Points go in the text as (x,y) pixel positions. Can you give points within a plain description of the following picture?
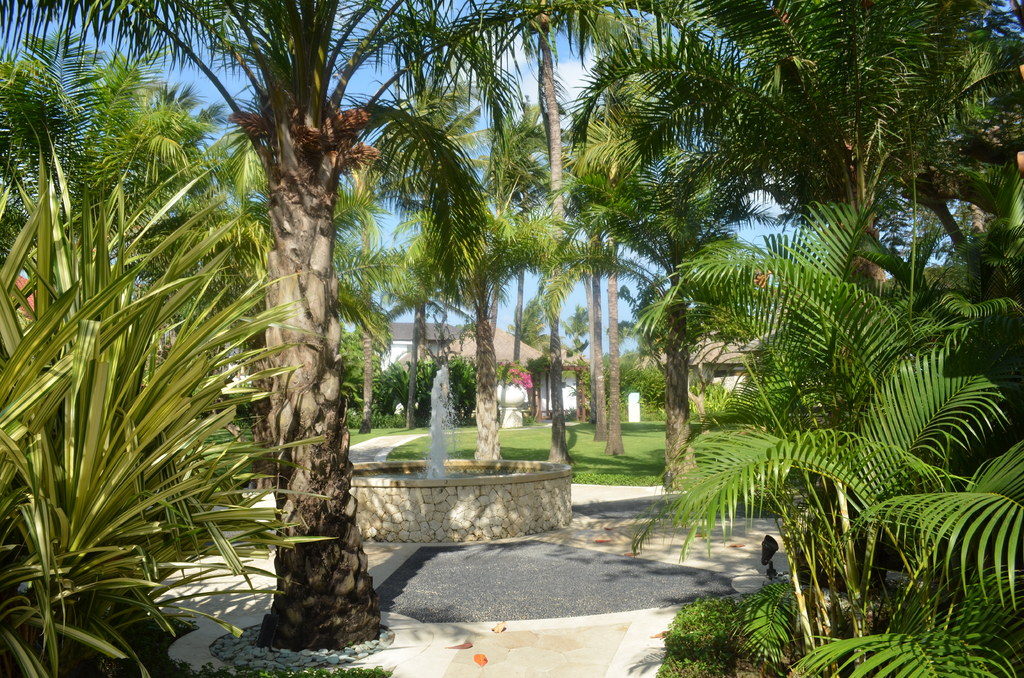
In the image we can see some trees (921,472) and grass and plants (390,399) and houses (410,322). Behind the trees (712,244) there are some clouds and sky (628,251).
